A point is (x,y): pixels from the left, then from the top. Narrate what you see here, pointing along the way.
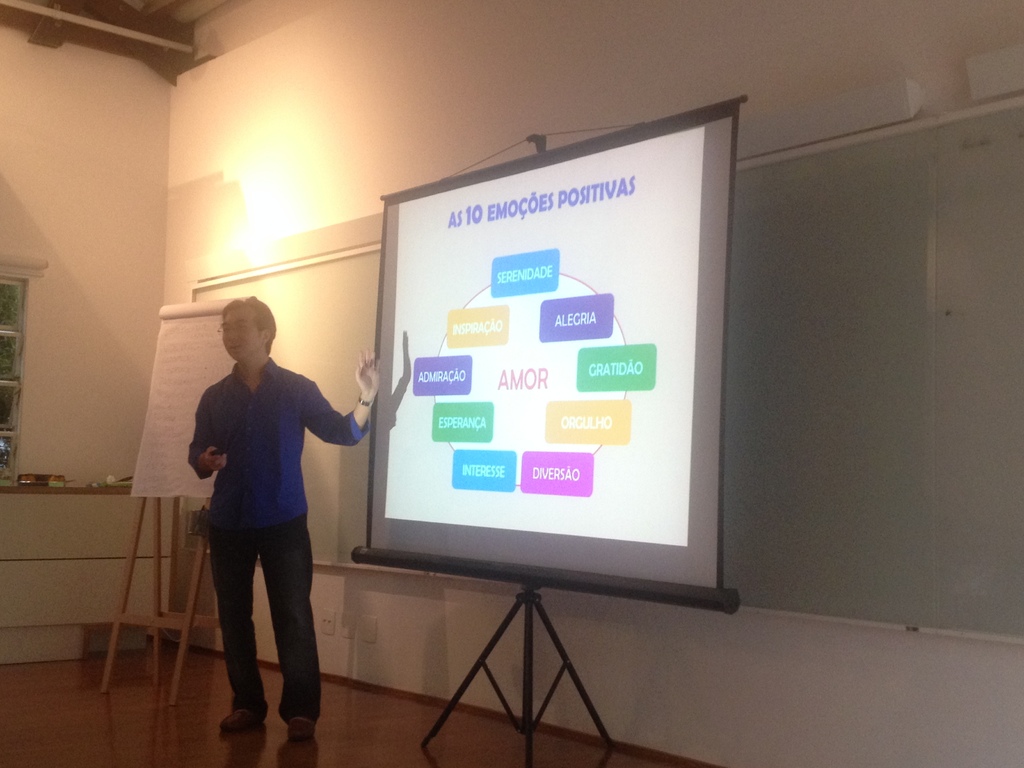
There is one man (284,550) standing and wearing a blue color shirt (277,418) and holding an object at the bottom of this image (264,516). We can see a wall (362,208) in the background (476,120). There is a board (167,461) and a screen (504,429) in the middle of this image (469,405).
